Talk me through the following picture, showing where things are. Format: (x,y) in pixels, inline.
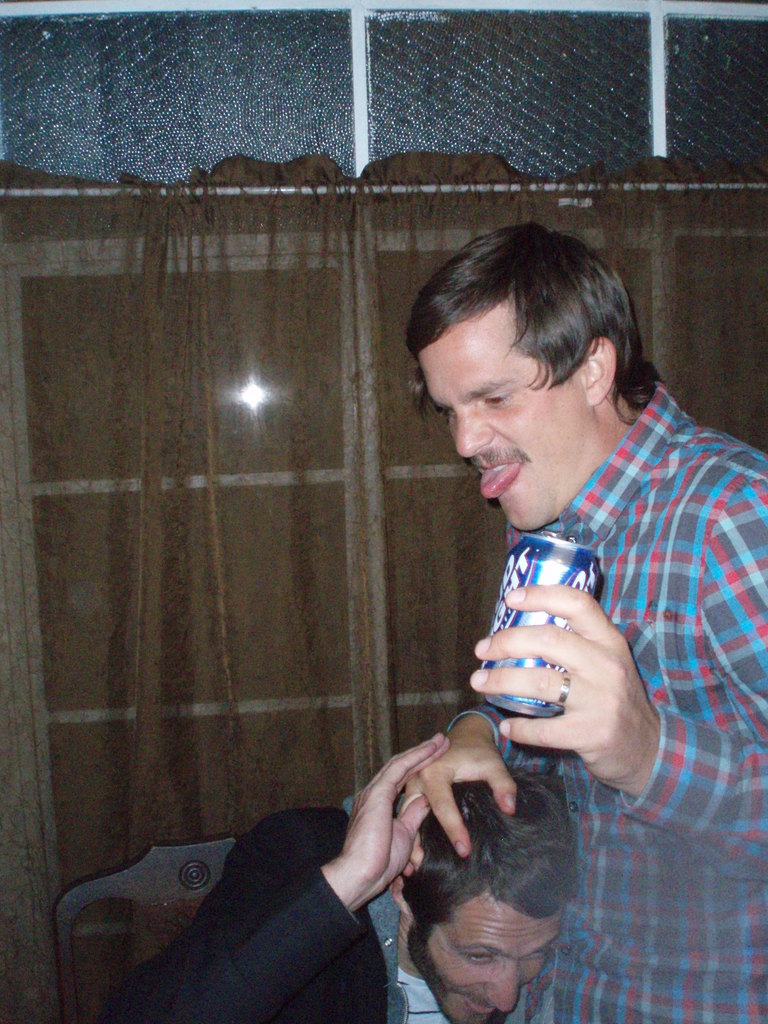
In this image we can see a man (325,854) with a black suit (293,882) and a man (519,598) with a beer tin (547,577). In the background (166,77) we can see the glass window (392,103) and also a brown color curtain (317,382).
